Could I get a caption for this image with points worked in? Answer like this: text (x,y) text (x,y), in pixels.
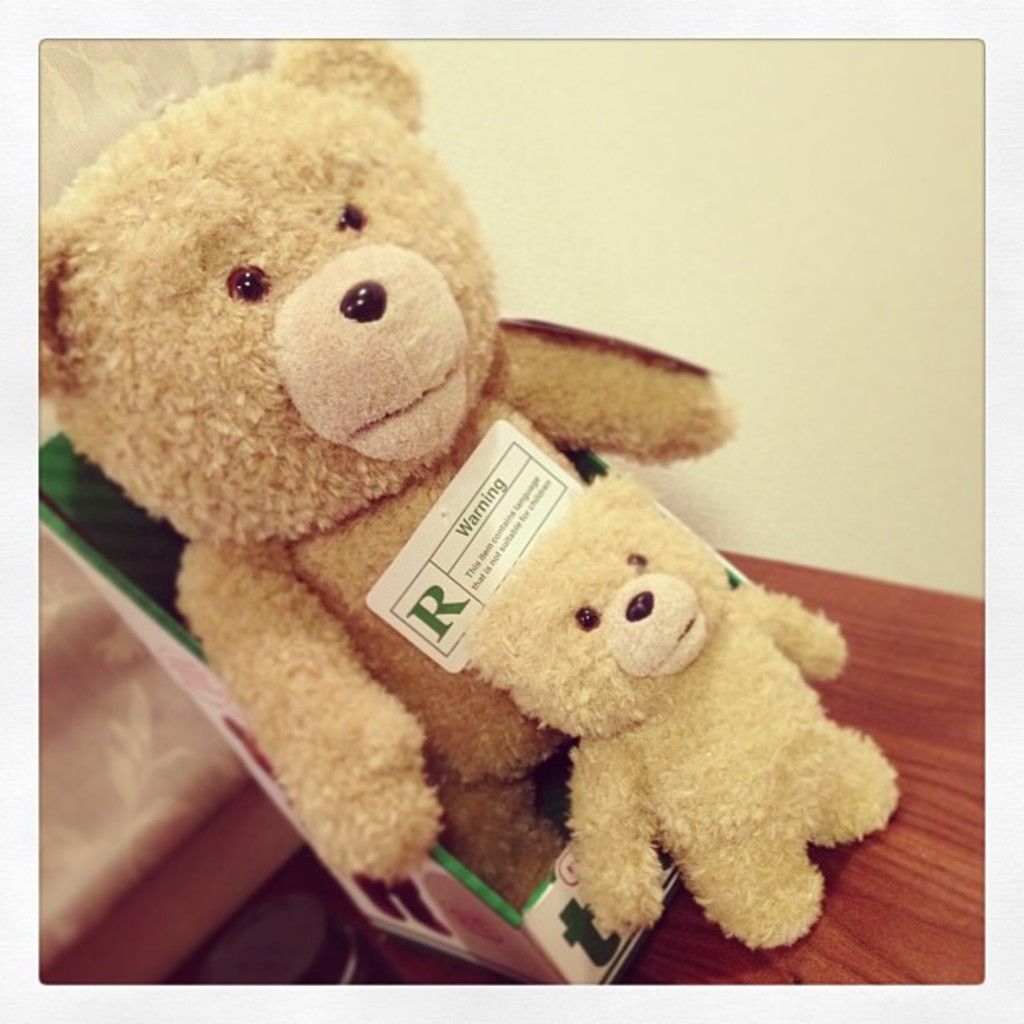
In this image there is a teddy bear (302,422) on the box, in front of this teddy bear (471,817) there is a small teddy bear (750,751) on the table (794,983), behind them there is a curtain (152,90) and a wall (469,101).
